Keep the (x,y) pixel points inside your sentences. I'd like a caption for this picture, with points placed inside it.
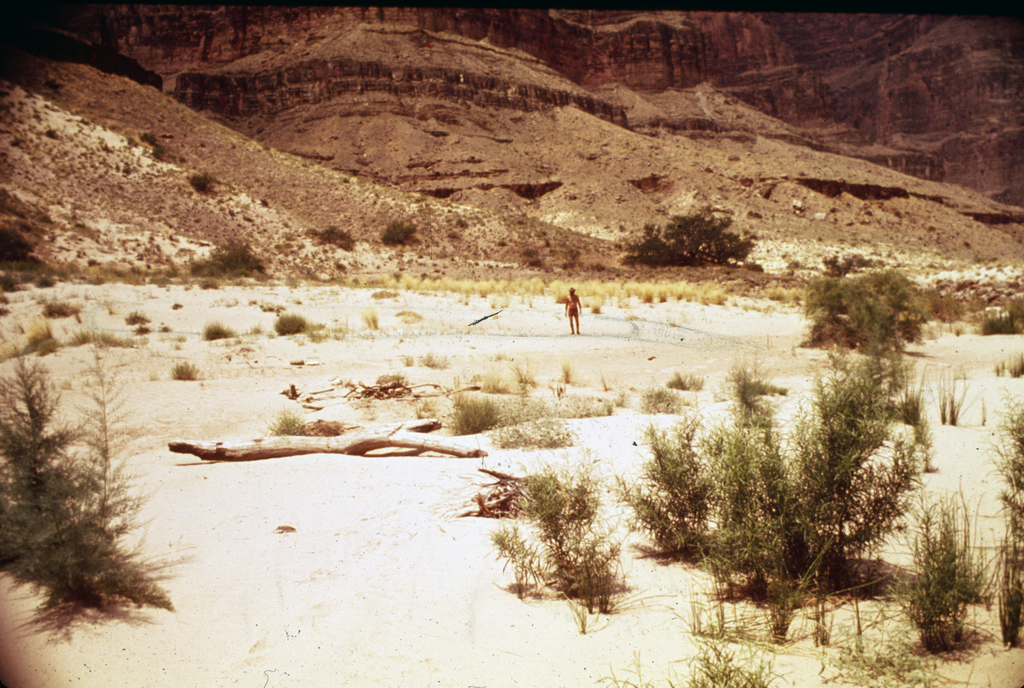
In the image there are plants (659,471) and grass (483,383) on a land (563,331) and there is a person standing on the land (540,329), in the background (60,134) there are mountains (571,148).
